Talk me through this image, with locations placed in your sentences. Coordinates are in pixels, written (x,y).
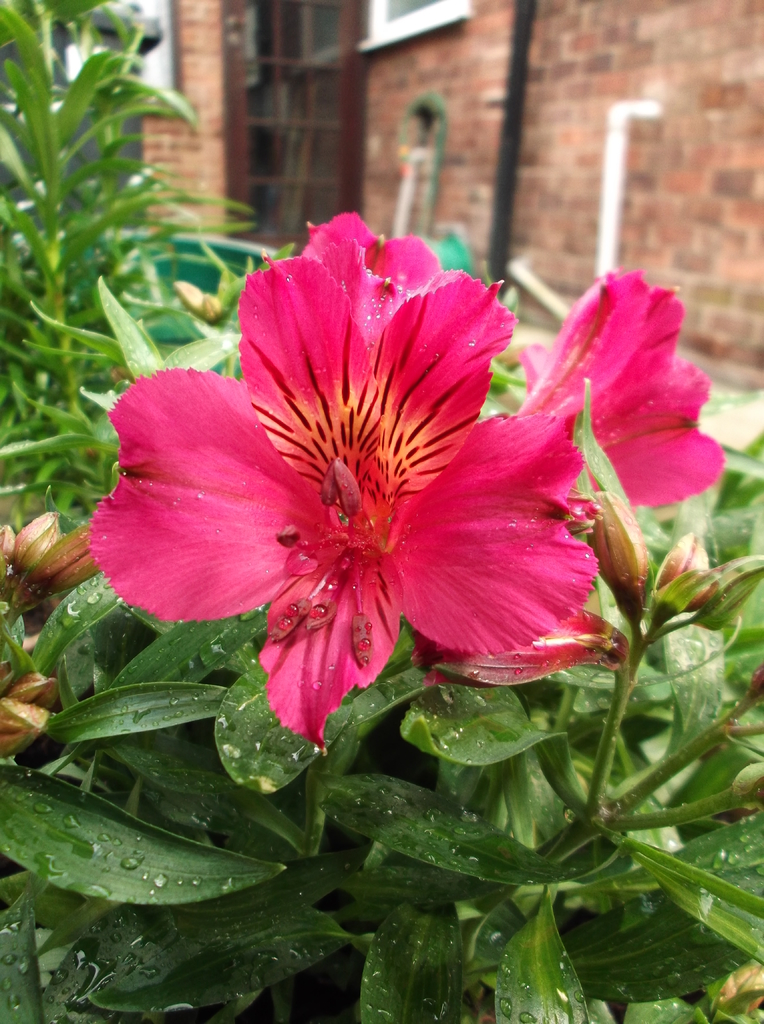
In this image I can see flowers (450,401) and plants (237,618) and at the top (707,216) I can see the building wall (732,238).
